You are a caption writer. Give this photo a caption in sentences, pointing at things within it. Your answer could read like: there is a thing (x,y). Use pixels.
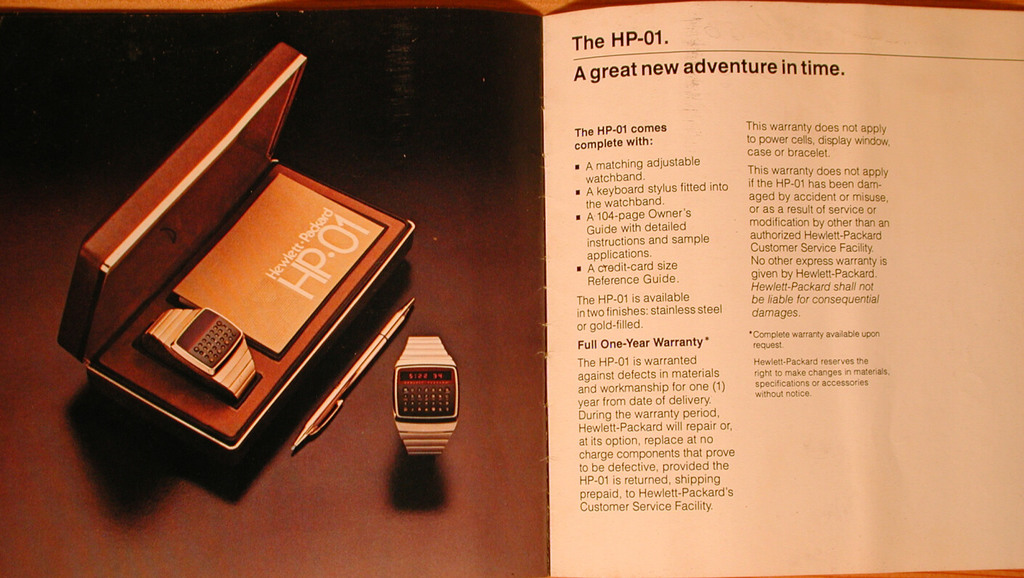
In this picture I can observe a watch (190,352) and a box (164,229). I can observe user manual (360,253). There is some text (624,252) on the manual (786,335). The watch box (258,397) is placed on the brown color surface (483,382).
